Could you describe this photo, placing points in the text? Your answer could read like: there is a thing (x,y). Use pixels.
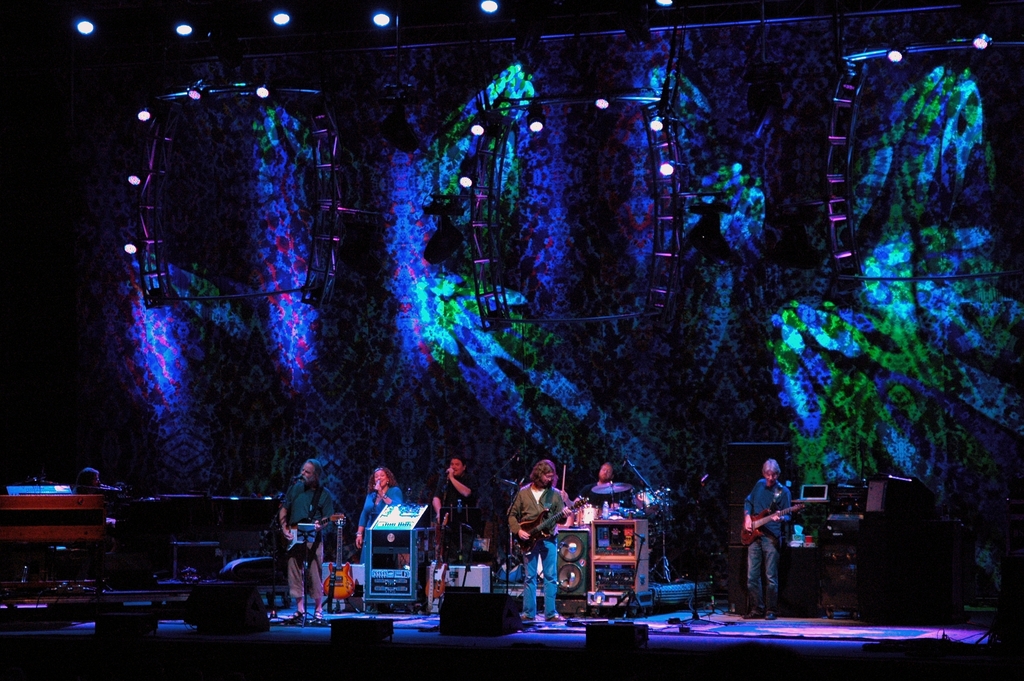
In the picture we can see a musical event on the stage (661,627) with some people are playing musical instruments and singing the songs and in the background (178,454), we can see a wall (142,383) with some paintings (484,395) and lights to the stand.
